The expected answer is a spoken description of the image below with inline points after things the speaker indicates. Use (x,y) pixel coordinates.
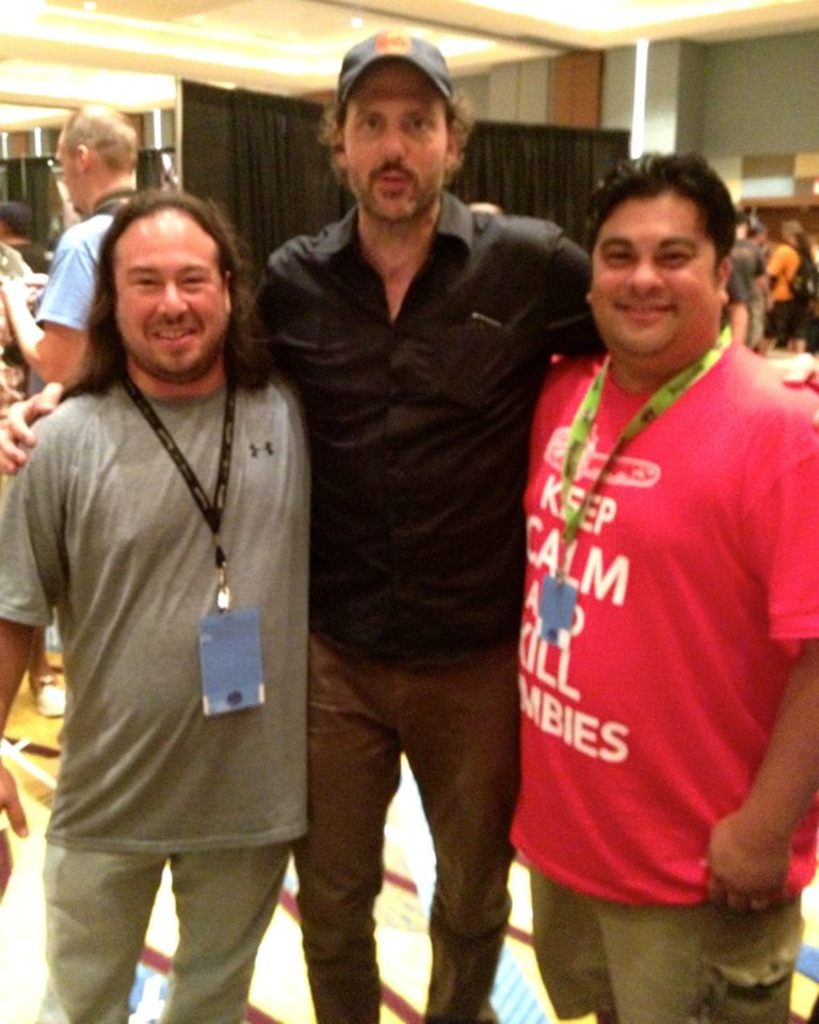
This picture is clicked inside. In the foreground (276,386) we can see the three men (223,339) standing on the ground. In the background (750,83) we can see the wall (682,90), roof (617,13), ceiling lights (584,6), curtain (277,136), group of persons (13,215) and some other objects (39,143).
